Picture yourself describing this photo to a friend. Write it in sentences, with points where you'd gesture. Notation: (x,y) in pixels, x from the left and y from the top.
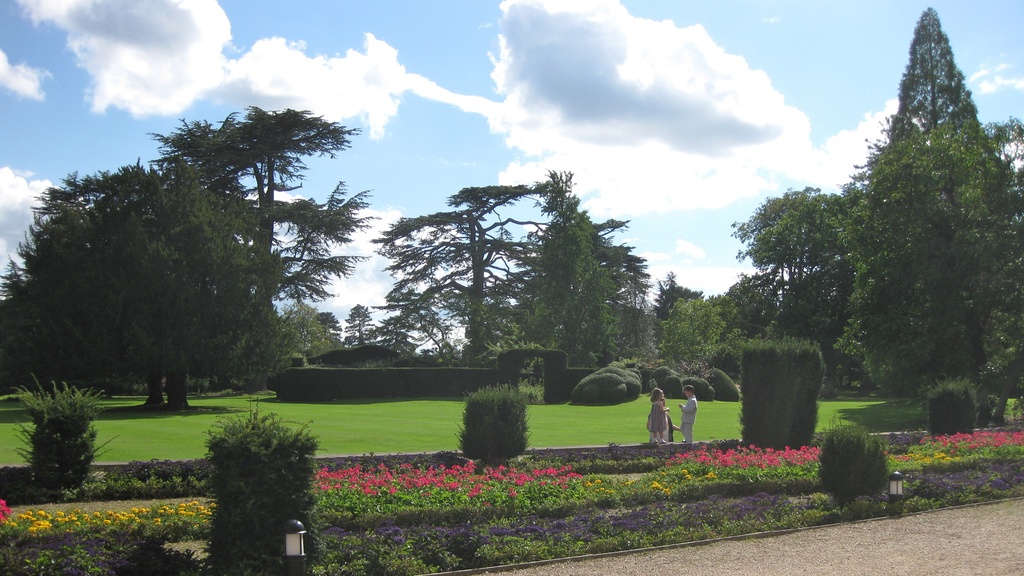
In this image I can see the flowers (520,504). I can see two people (657,424) are standing. In the background (401,422), I can see the grass (380,425), trees (392,317) and clouds (493,105) in the sky (470,82).
